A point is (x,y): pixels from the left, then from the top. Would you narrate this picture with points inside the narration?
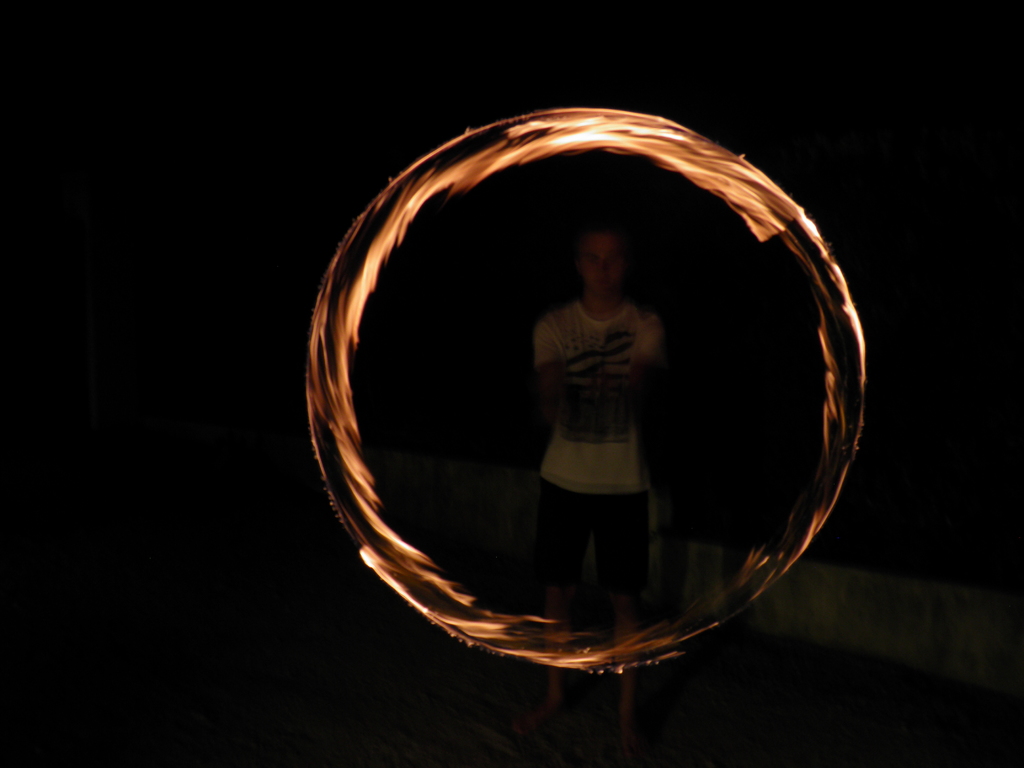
In this picture I can see a person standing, there is a fire circle (600,110), and there is dark background (974,159).
